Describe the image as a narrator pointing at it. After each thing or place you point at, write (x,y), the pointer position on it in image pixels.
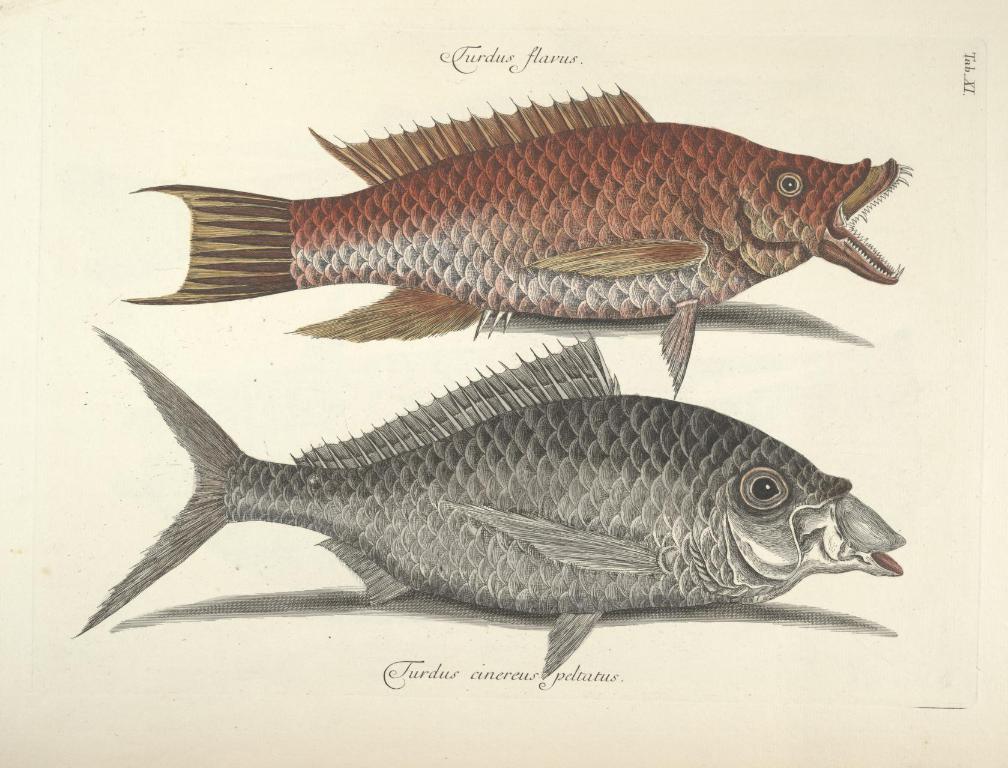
In this image we can see drawings of fishes (602,507). Also something is written on the image.
